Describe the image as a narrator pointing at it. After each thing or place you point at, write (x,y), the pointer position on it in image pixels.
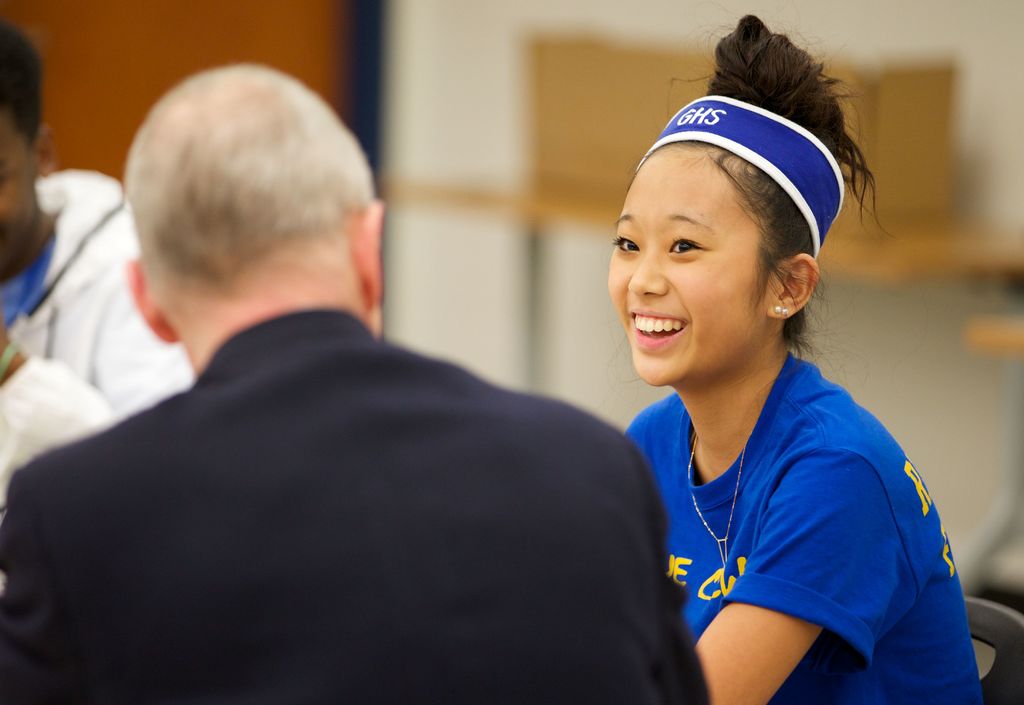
In this image we can see a group of people (270,581) sitting on chairs (1018,675). In the background (943,236), we can see a table (976,250) and a door (330,38).
